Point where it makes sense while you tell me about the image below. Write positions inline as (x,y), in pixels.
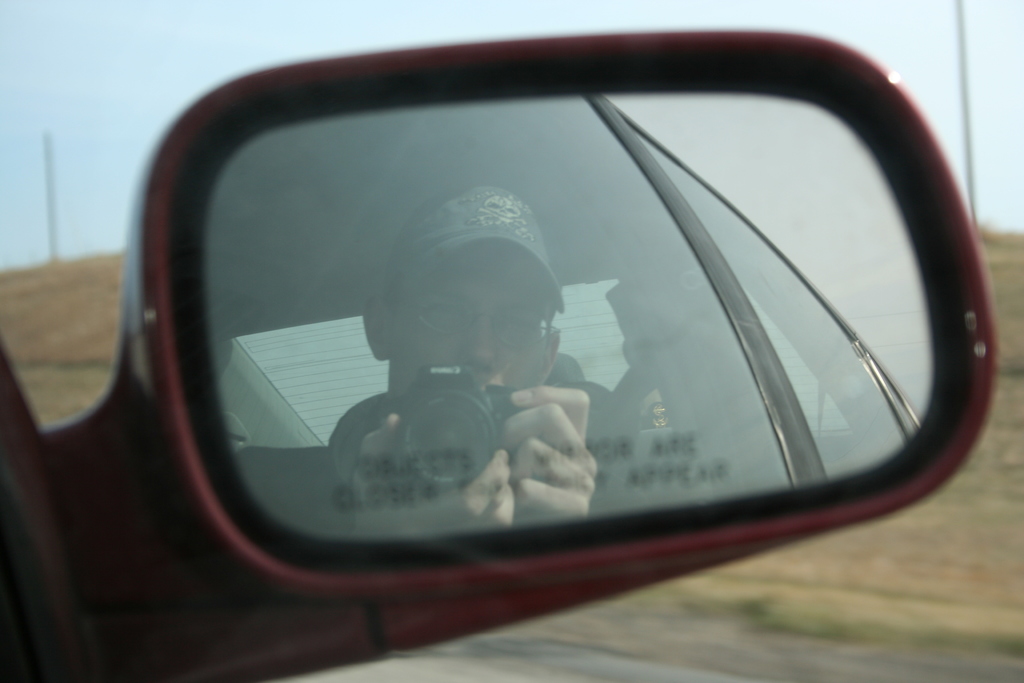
In this image there is a reflection (477,261) of a person (393,406) holding a camera (439,397) on the side mirror (480,230) of a car (46,589).
